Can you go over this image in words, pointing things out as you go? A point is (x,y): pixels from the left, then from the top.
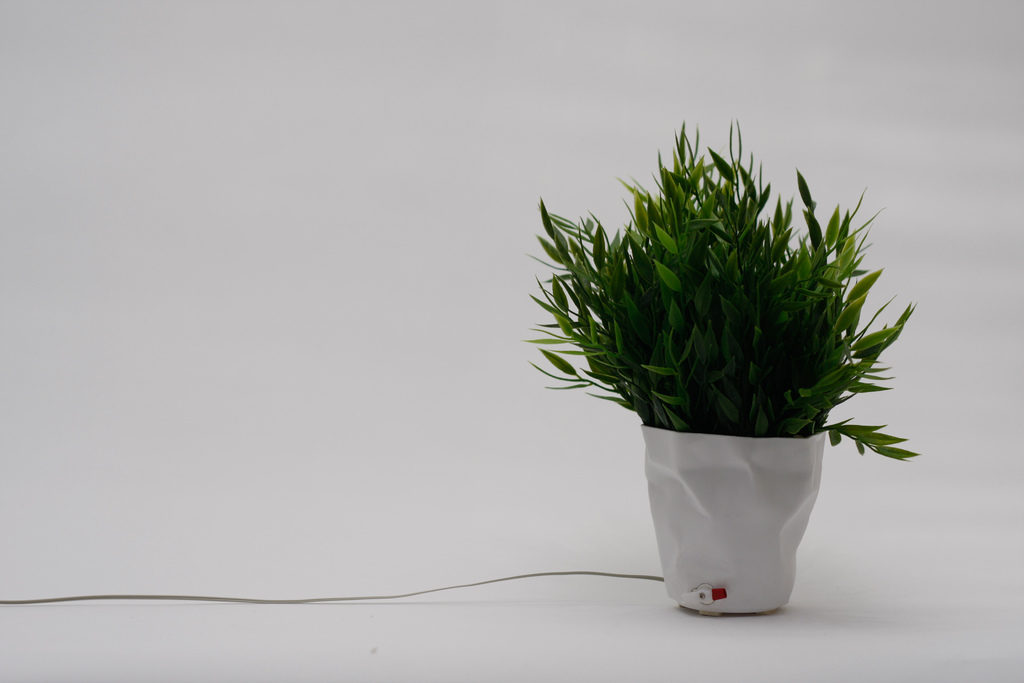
In this image there is a plant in a pot (693,550) with a wire (412,593), and there is white color background (286,232).
